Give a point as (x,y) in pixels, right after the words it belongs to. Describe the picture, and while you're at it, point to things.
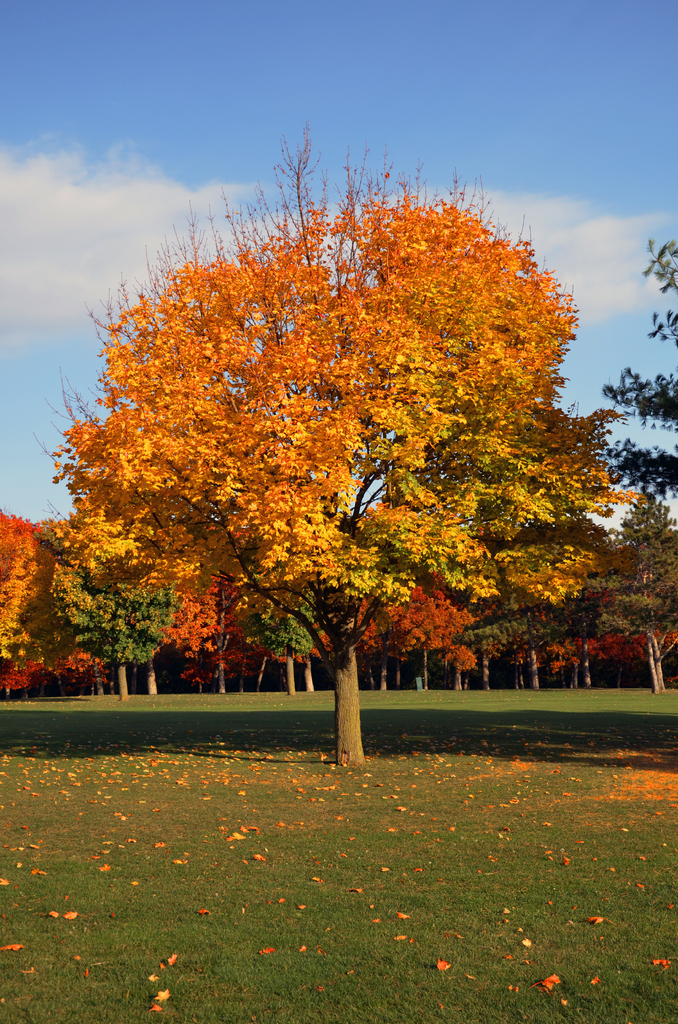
In the foreground of this picture (399,577), there is a tree (405,521) on the ground (347,795) and we can also see trees (38,562), grass (124,705), sky (621,166) and the cloud (48,284) in the background (231,84).
